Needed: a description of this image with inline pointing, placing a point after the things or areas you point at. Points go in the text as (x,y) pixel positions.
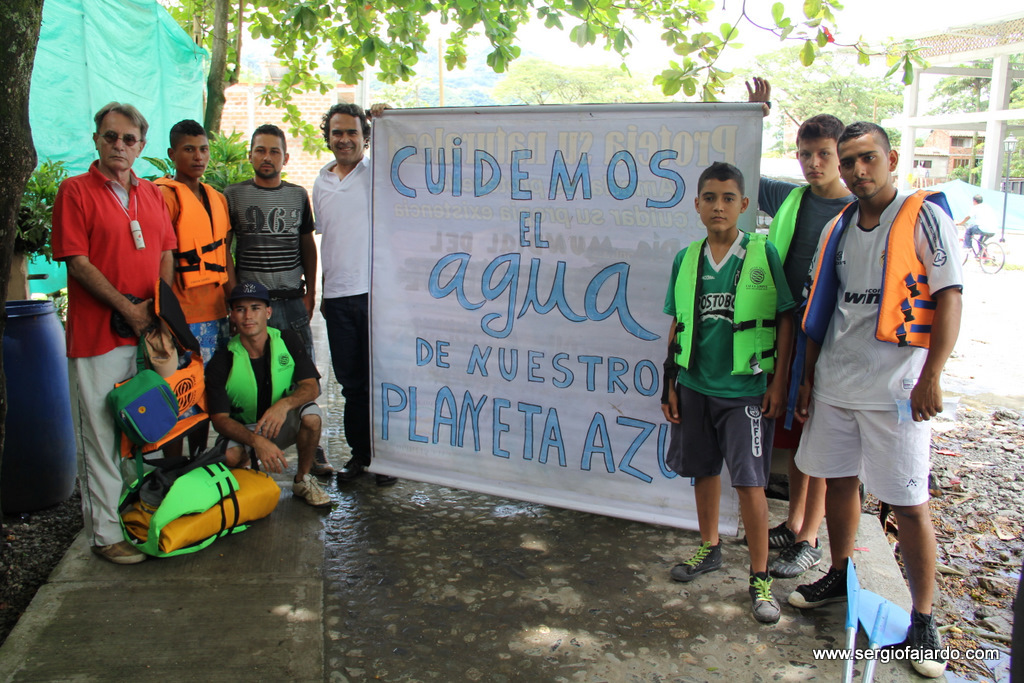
There are few people (114,340) standing. Some are wearing jackets (689,332). Two persons (353,167) are holding banner (519,211). In the back (207,34) there are trees (224,46). On the left side (33,345) there is a barrel (35,442). In the back (937,161) there are buildings (950,119).
